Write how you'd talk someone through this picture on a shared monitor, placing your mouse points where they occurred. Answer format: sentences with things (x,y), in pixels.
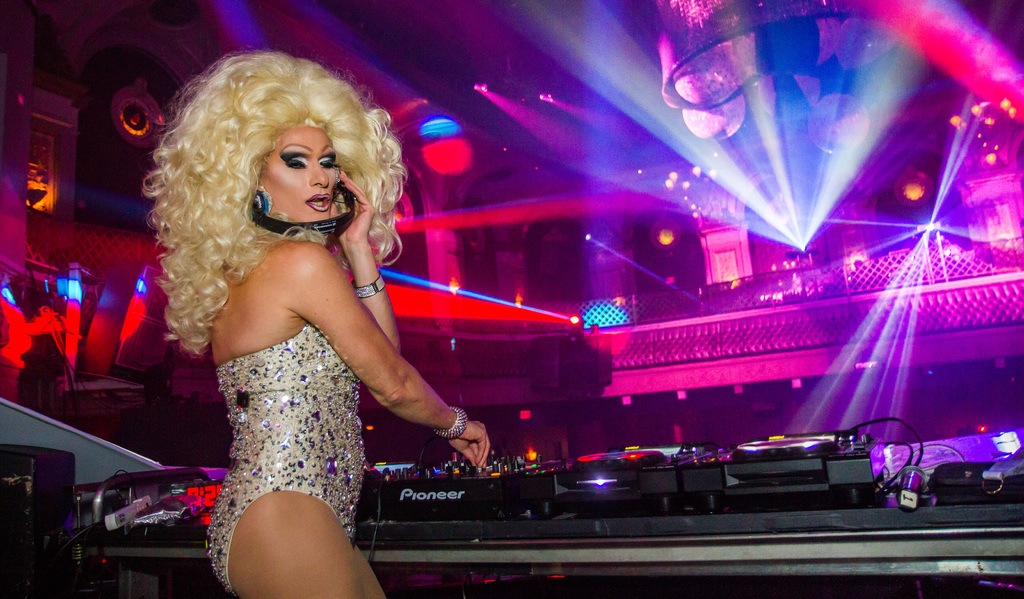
In this image, we can see a person (338,390) wearing clothes (261,437). There is a musical equipment (615,506) at the bottom of the image (618,490). There are some lights (761,117) in the middle of the image (406,290).
